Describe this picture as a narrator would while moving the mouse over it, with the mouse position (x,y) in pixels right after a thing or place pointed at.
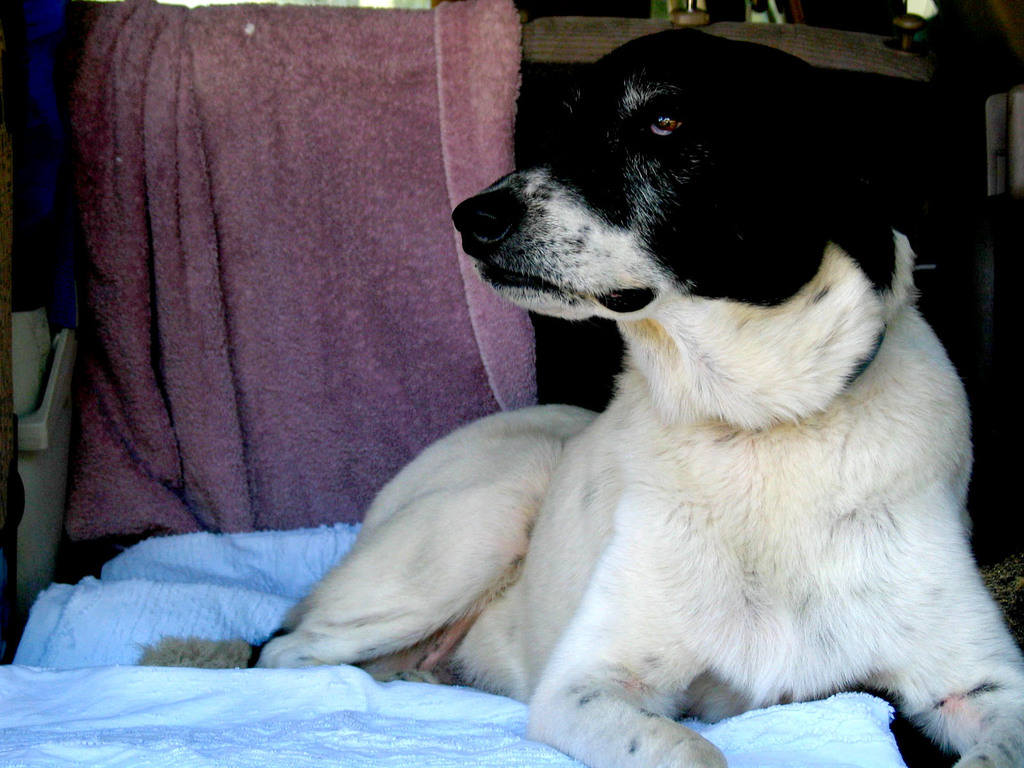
In this picture I can observe a dog (558,578) sitting on the white color towel (178,680). The dog (642,567) is in white and black color. In the background (392,341) I can observe pink color towel (283,261).
